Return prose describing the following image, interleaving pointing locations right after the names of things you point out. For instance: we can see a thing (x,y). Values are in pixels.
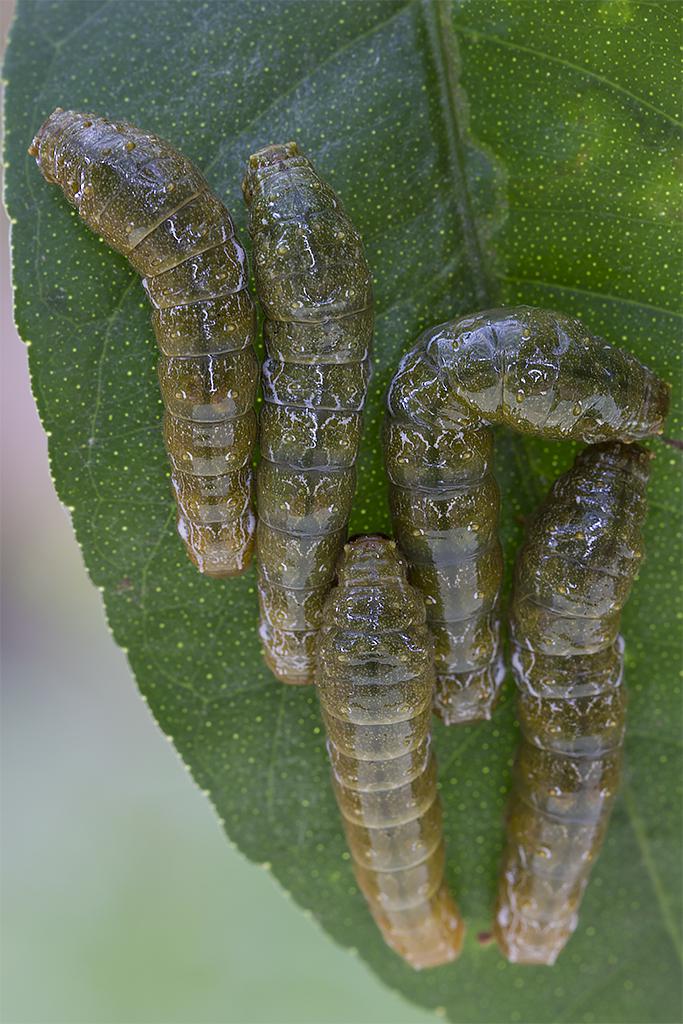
In this image I can see caterpillars (421,677) on a leaf (361,509). The background of the image (126,889) is blurred.
